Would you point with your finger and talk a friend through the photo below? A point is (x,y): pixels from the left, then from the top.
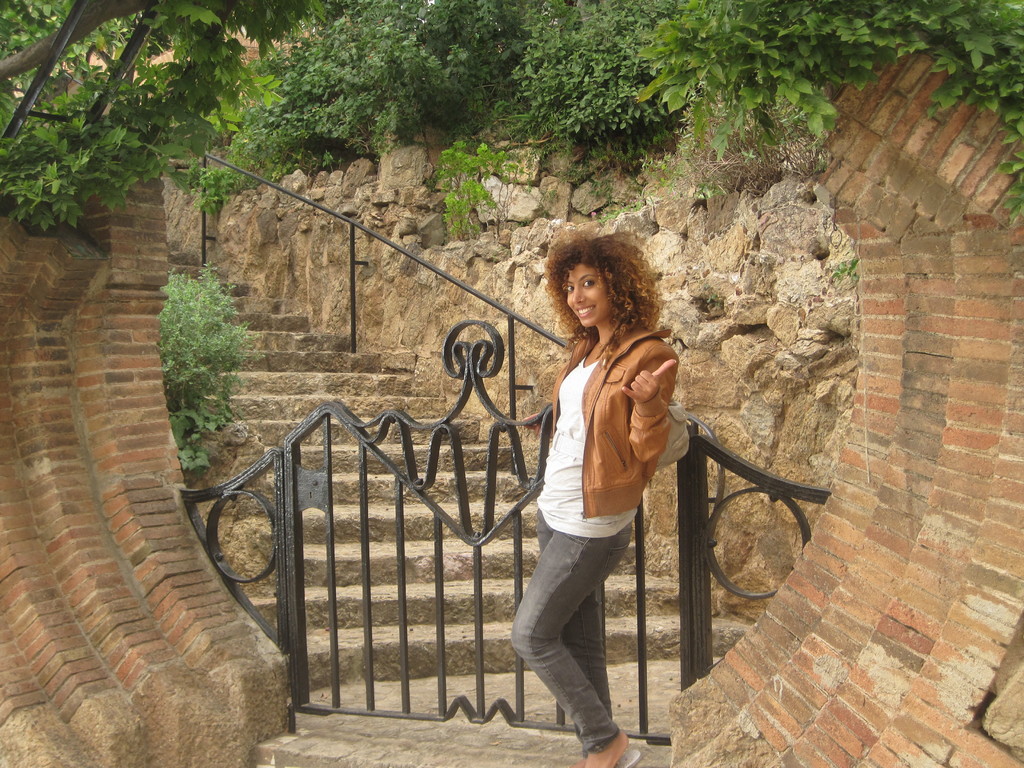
In the middle of this image (592,490), there is a woman (625,360) in white color T-shirt (562,509), smiling and showing a symbol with a hand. Beside her, there is a gate (286,468) and an arch (1010,495) which is having a plant (48,146) on the top (855,20). In the background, there are steps (242,283) which are having a fence (416,258) and there are plants (311,102) and stones (851,303) on a hill (470,258).
